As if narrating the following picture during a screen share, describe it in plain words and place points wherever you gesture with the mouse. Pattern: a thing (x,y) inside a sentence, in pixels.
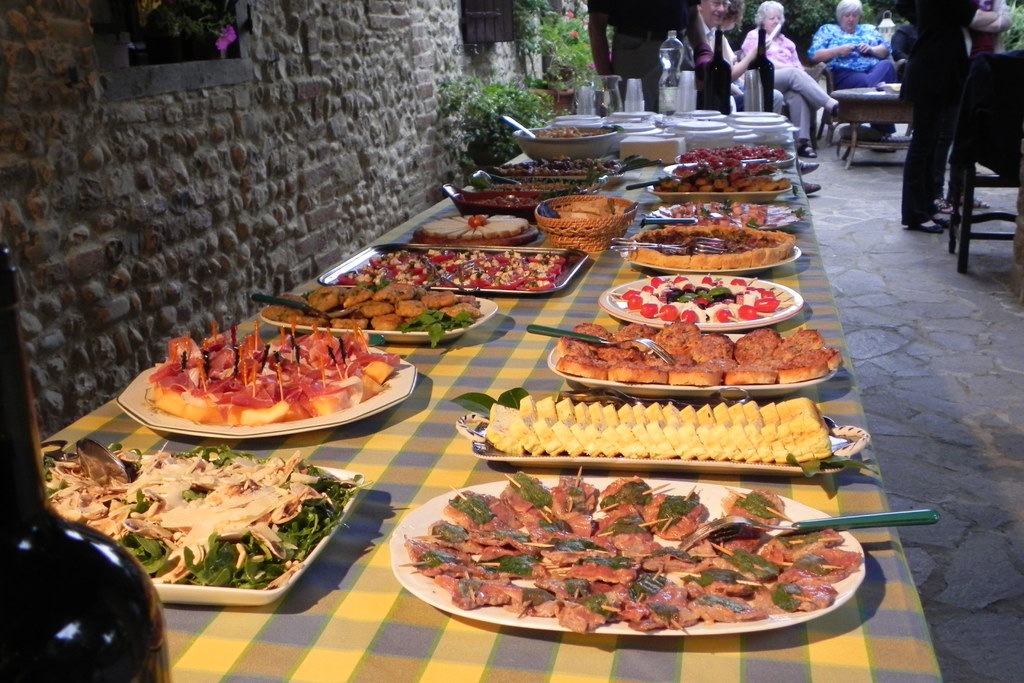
In this picture we can see a table (791,678) on the ground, on this table (737,677) we can see plates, food items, forks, bowls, bottles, glasses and in the background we can see a wall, people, chairs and plants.
